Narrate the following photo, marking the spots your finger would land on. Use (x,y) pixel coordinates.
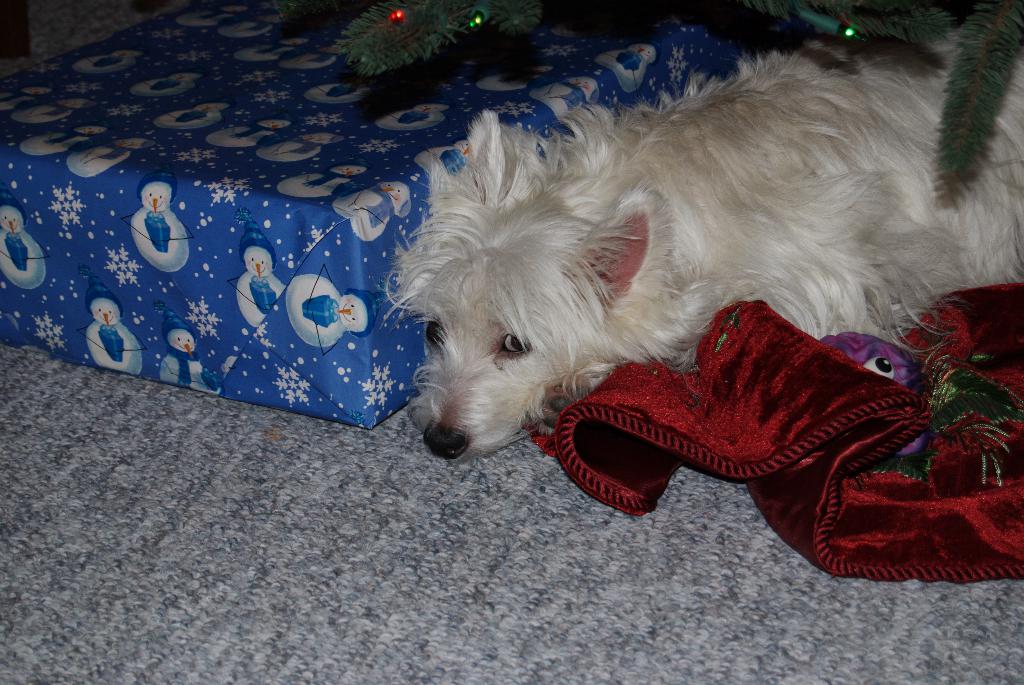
In this image a dog (651,141) is lying on the mat (35,461). Right side (1012,548) there is a cloth (770,367). Left side (331,84) there is a gift pack (320,210) which is beside the dog (572,267). On top of the gift pack (461,44) there are few lights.
